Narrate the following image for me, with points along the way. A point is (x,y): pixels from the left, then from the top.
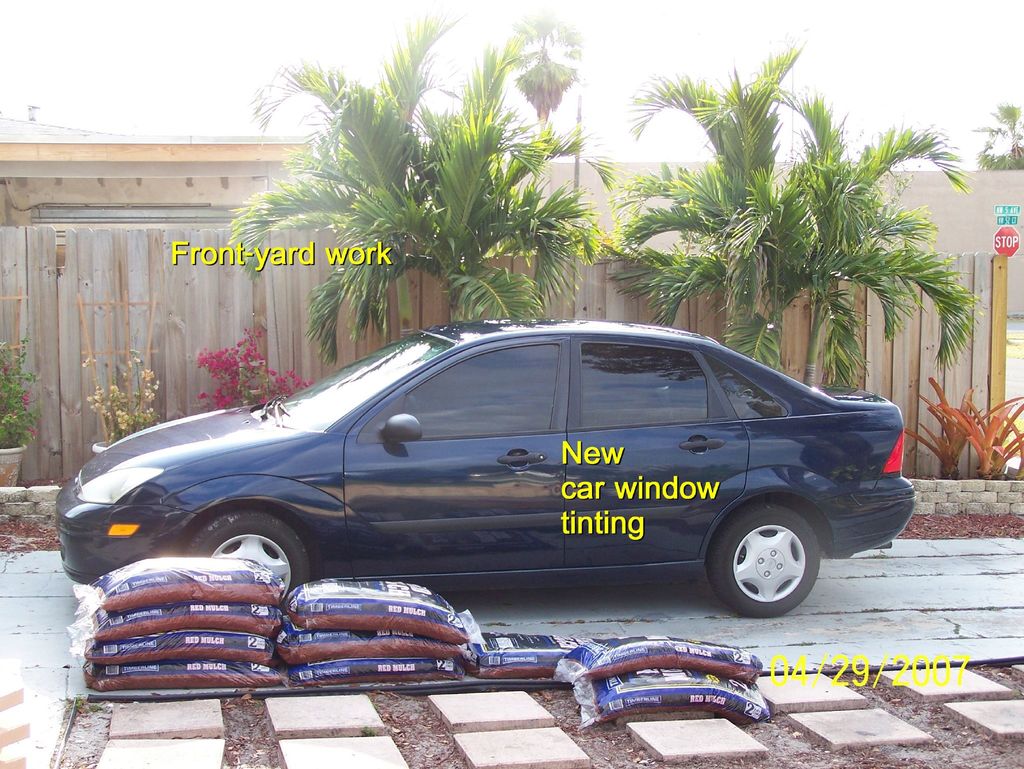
In this picture we can see a vehicle (505,521), bags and stones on the ground (552,614) and in the background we can see plants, wooden sticks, wall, trees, here we can see some text (668,497).
